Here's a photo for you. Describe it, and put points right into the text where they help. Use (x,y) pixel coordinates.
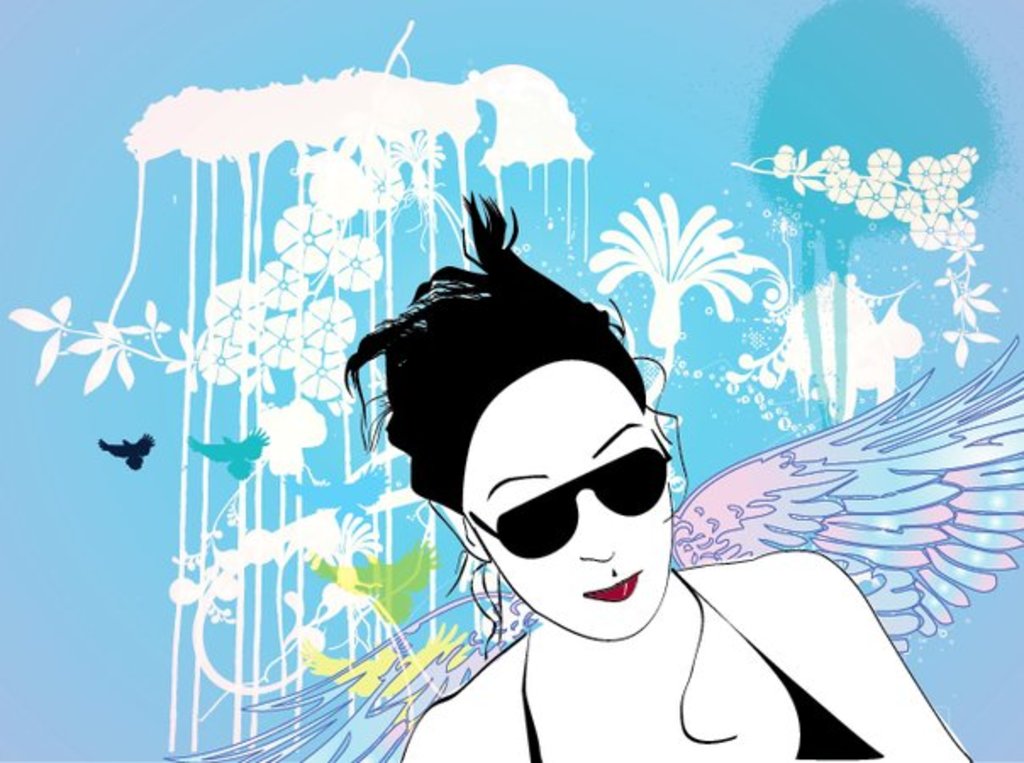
This is an animation, in this image there is one woman (760,624) who is wearing goggles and there are wings (717,493) flowers (297,356). And in the background (216,361) there is some art (251,461), and there is blue color background (65,219).
